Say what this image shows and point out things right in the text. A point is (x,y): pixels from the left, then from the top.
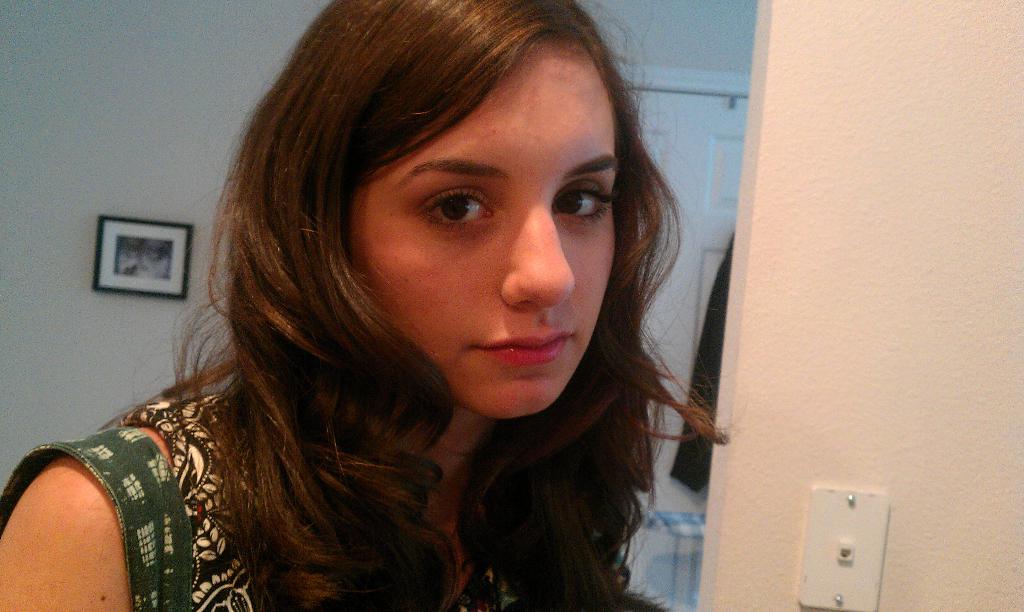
In this image there is women (419,370), in the background (78,86) there is wall (164,204) to that wall (105,189) there is a photo frame (147,260).
